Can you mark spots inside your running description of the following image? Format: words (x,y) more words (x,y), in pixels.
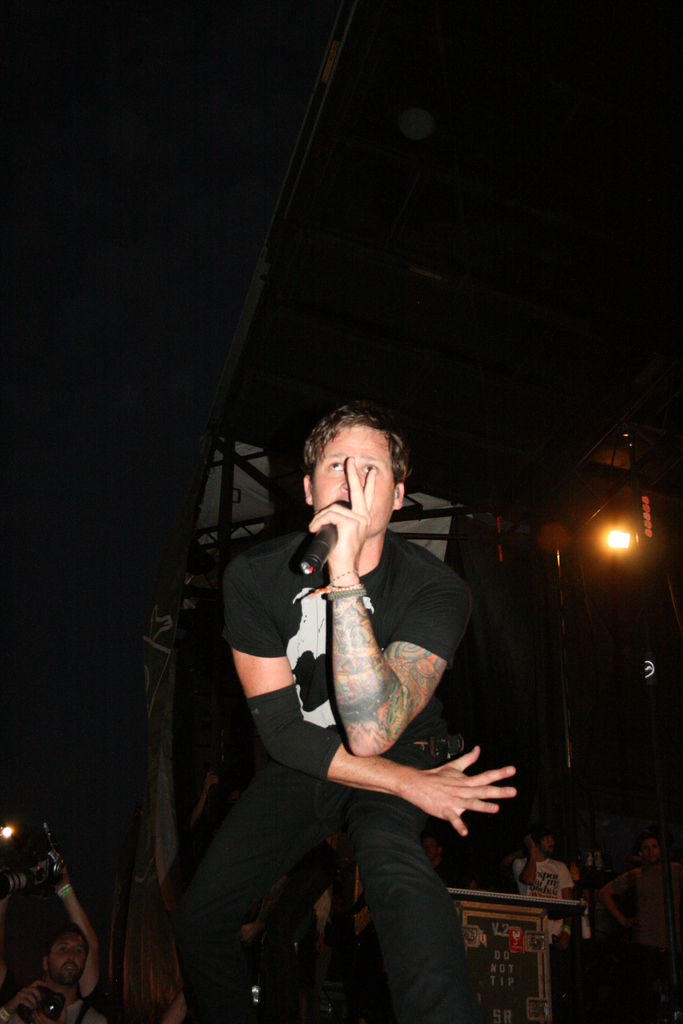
In this image there is a man (304,742) crouching on the stage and holding a micro phone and in back ground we have lights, and some group of people (639,979) standing.
